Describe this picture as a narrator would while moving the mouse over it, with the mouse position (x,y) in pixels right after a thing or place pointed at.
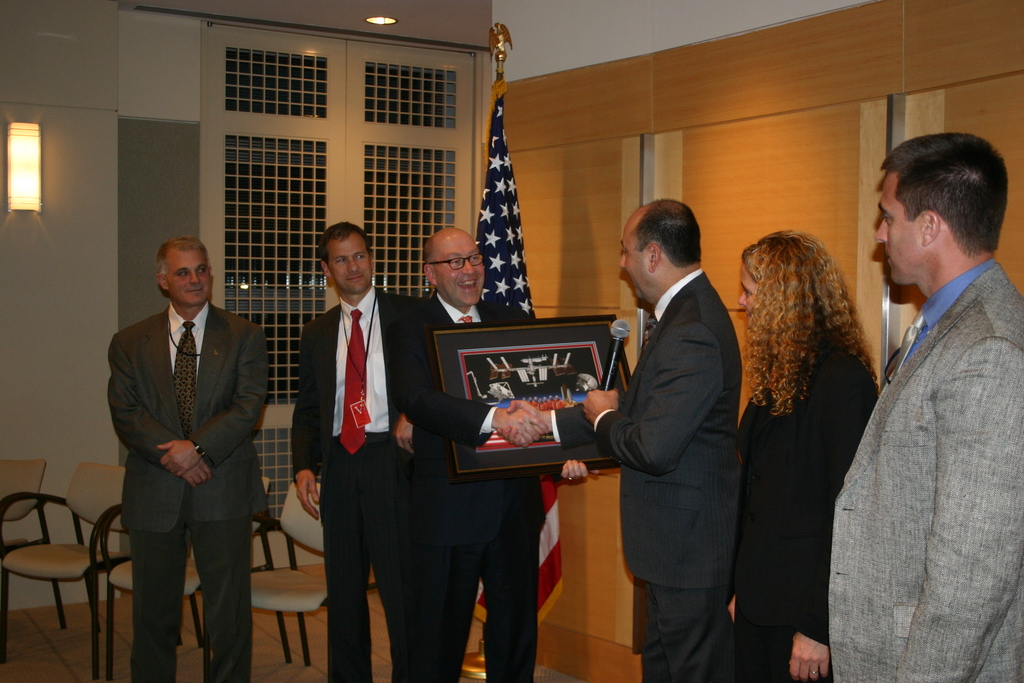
In this image I can see number of people (376,456) are standing in the front (451,428) and I can see all of them are wearing formal dress (688,449). In the centre (661,265) I can see one is holding a mic (625,324) and in the front of him I can see one is holding a frame (450,462). In the background (503,106) I can see a flag (500,271), a light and on the left side of this image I can see few chairs (88,590) and one more light (8,139) on the wall (87,264).
